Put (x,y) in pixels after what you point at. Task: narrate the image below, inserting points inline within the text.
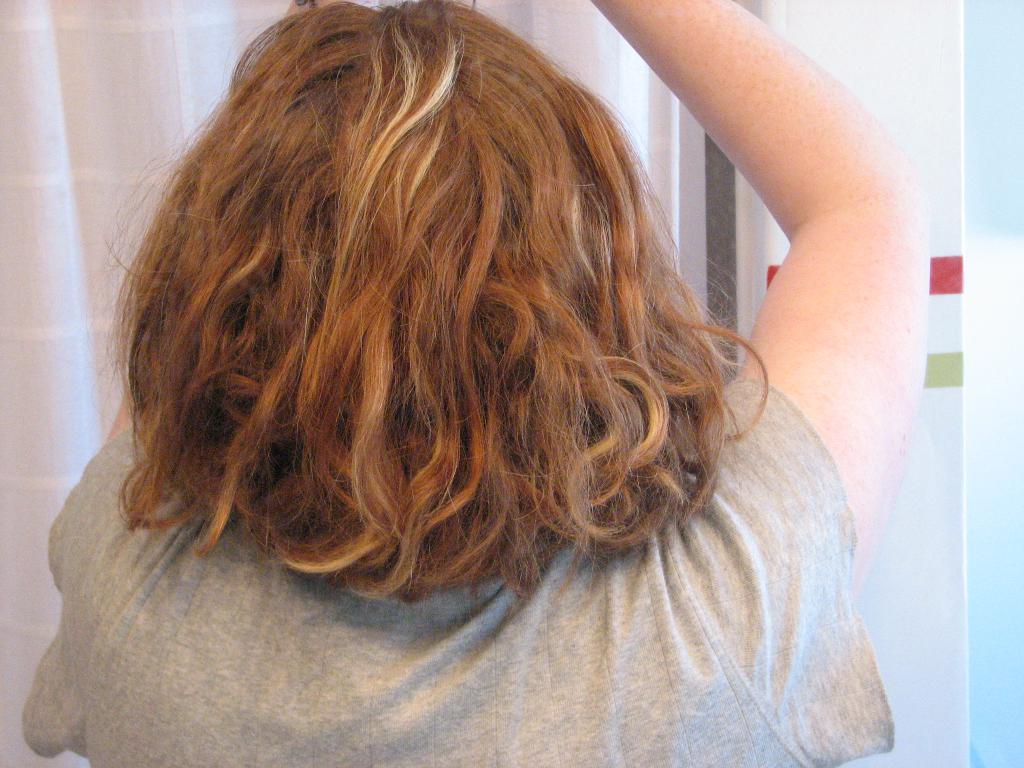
In the image we can see a person (813,166). Behind the person (734,9) there is a curtain (95,104).
